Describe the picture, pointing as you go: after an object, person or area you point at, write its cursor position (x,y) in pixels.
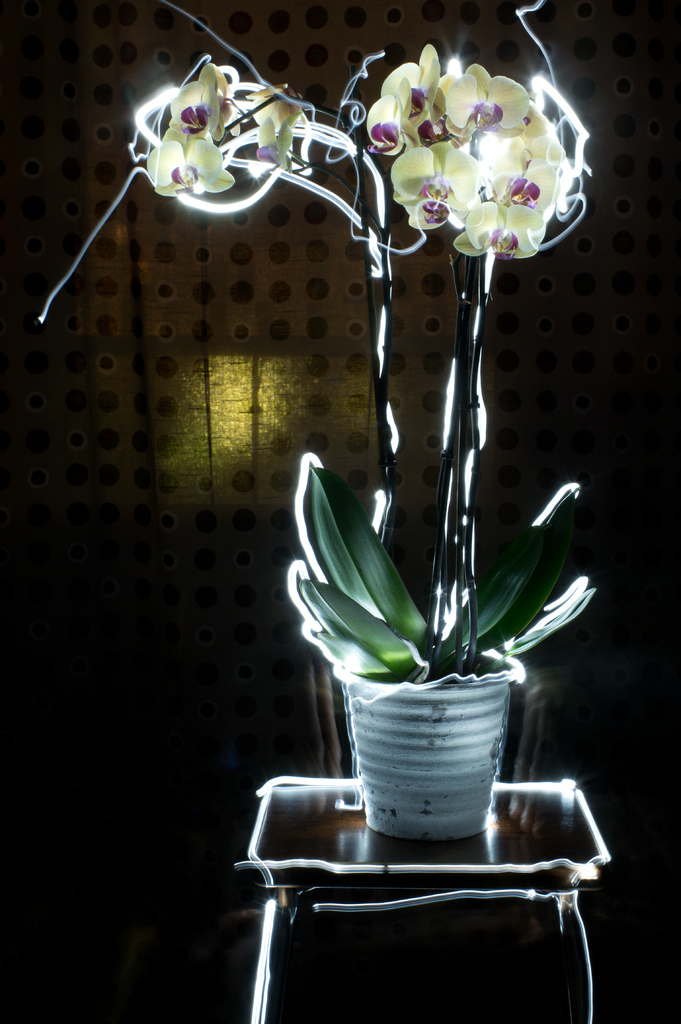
In the center of the image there is a table (500,802). On the table (386,848) we can see pot (433,726), plant (411,162), flowers (291,144) with lights (390,411). In the background of the image (367,397) we can see the wall (228,408).
